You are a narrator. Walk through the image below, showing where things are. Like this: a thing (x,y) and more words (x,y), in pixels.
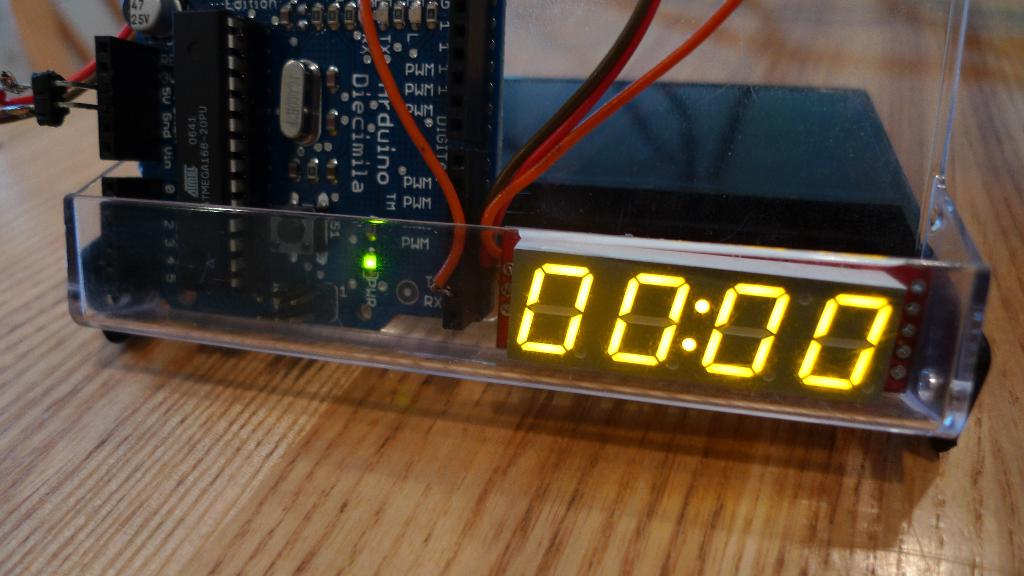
In this image there is a glass tray (264,309) on a wooden surface (185,419). In the tray (233,237) there are digital display boards (631,272), a circuit board (350,147) and a box (600,158). There are cables (666,63) to the circuit board (110,85).
